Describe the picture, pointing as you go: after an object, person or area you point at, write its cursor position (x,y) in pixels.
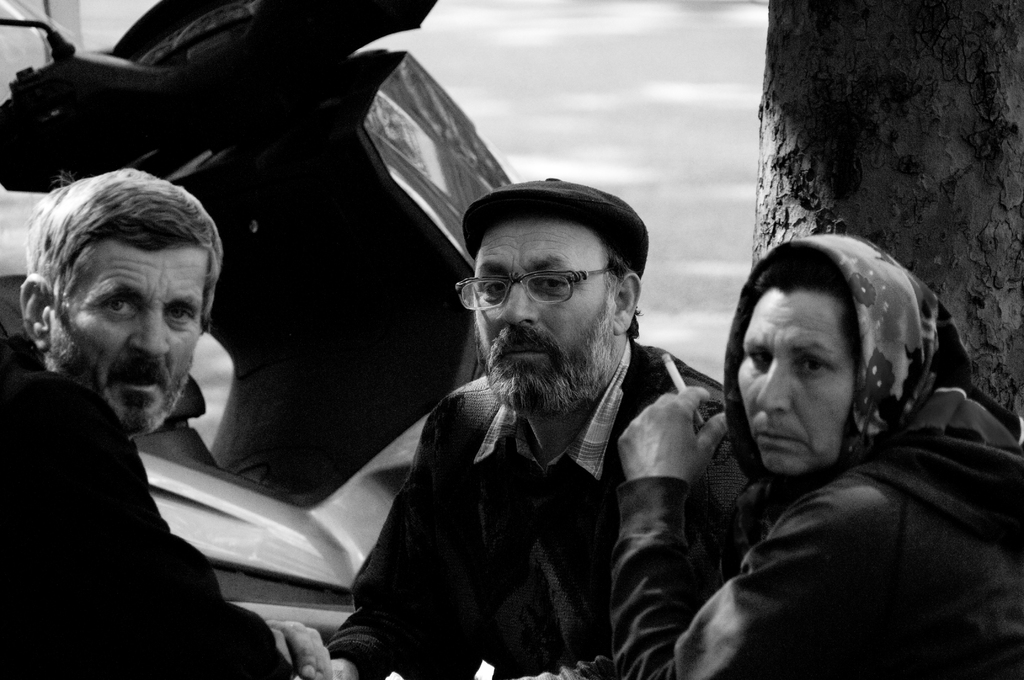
It is a black and white image. There are three persons (611,497). One of the person (765,479) is holding a cigarette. In the background (258,279) there is a scooter (389,116) and also bark (938,95).
